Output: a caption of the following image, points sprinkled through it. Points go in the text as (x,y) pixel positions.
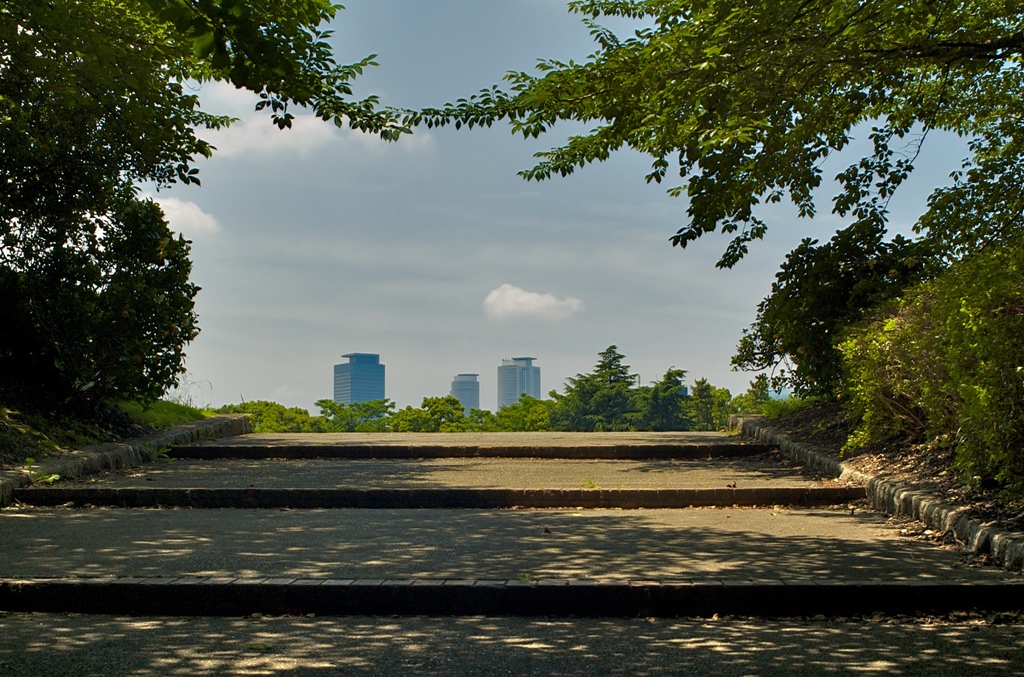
In this image I can see a path (279,472) in the centre (351,449). On the left side (150,17), on the right side (832,370) and in the background (694,404) I can see number of trees (607,373). I can also see few buildings (471,379), clouds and the sky (431,225) in the background (431,225).
